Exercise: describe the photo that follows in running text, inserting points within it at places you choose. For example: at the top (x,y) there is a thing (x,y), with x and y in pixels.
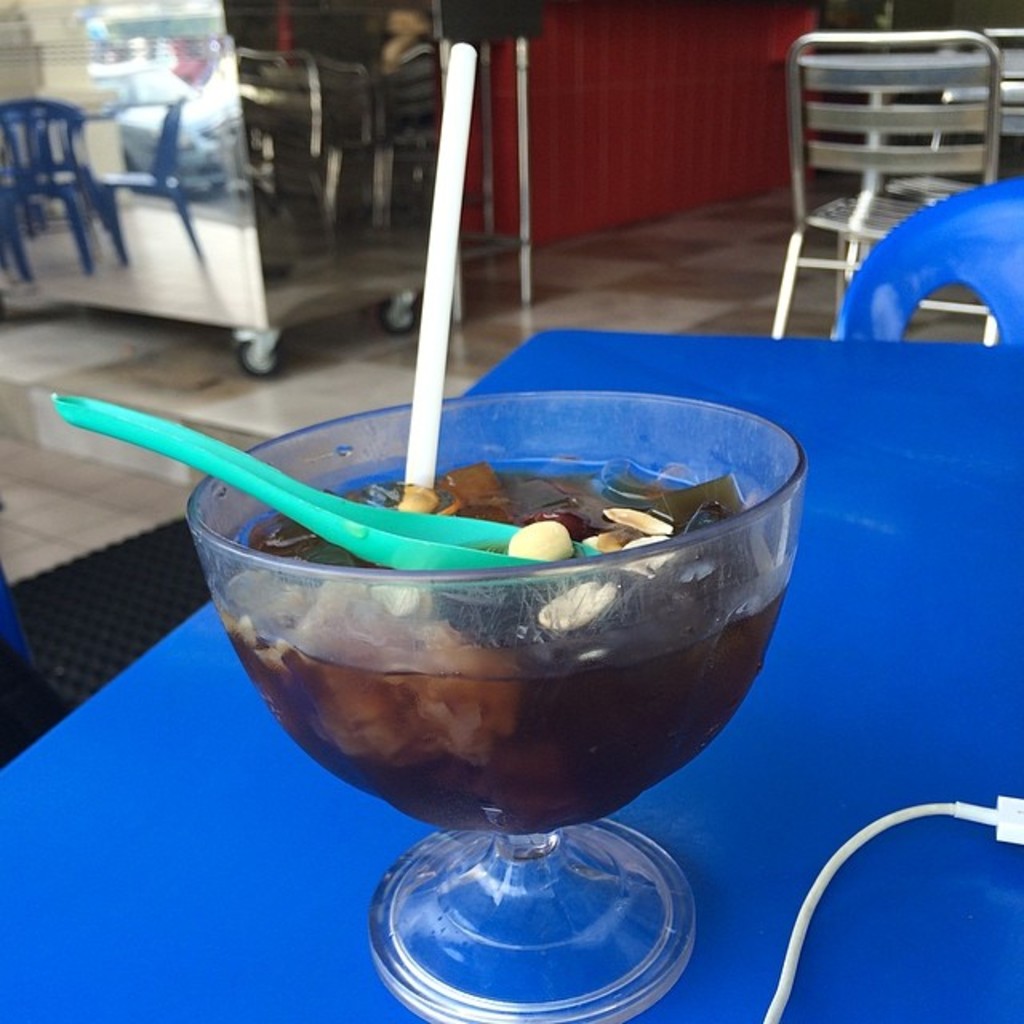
Here we can see a glass (477,632) with liquid (516,693), food item (592,590) and a spoon (408,551) and a straw (438,385) in it on a table (922,823) and there is a cable (919,809) also. In the background (224,372) there are chairs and a mat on the floor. In the background (401,247) we can see an object (395,274) with wheels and wall (657,118).
